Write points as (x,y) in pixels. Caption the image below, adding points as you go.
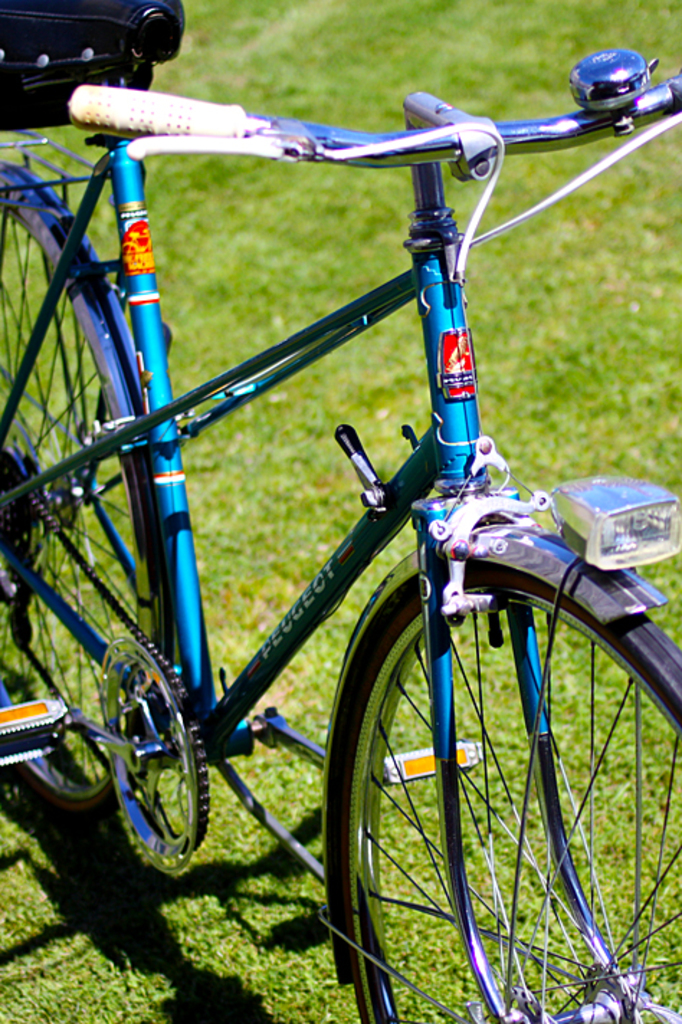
In this image we can see there is a bicycle (341,861) on the surface of the grass (247,862).
